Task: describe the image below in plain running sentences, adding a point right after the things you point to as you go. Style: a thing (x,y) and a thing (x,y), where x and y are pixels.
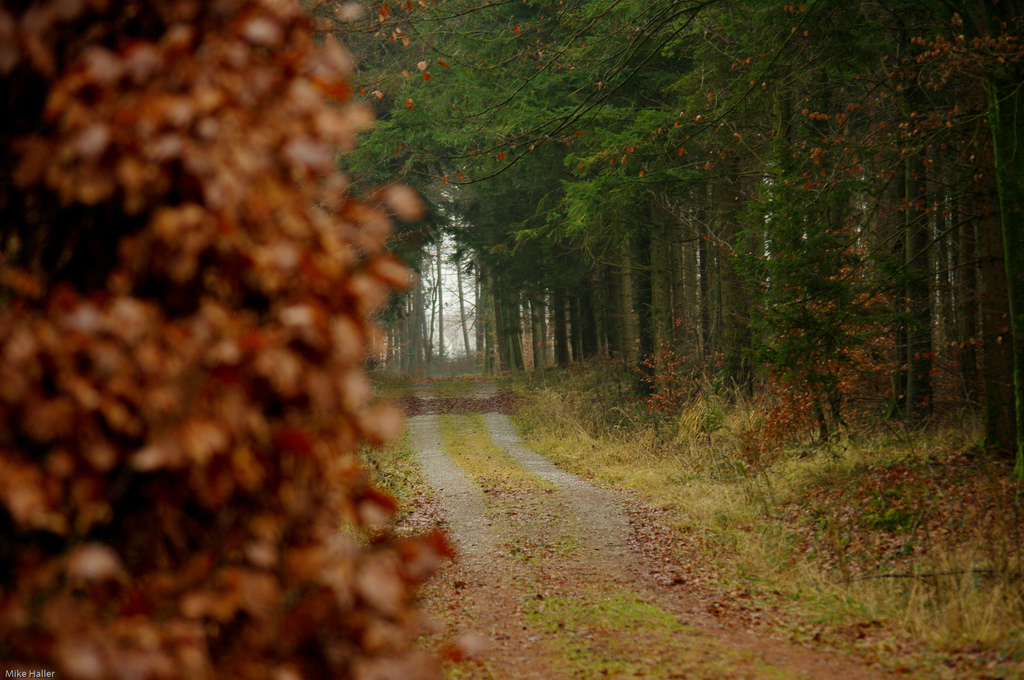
In this image we can see the trees (569,318) on either side of the pavement (481,445).
